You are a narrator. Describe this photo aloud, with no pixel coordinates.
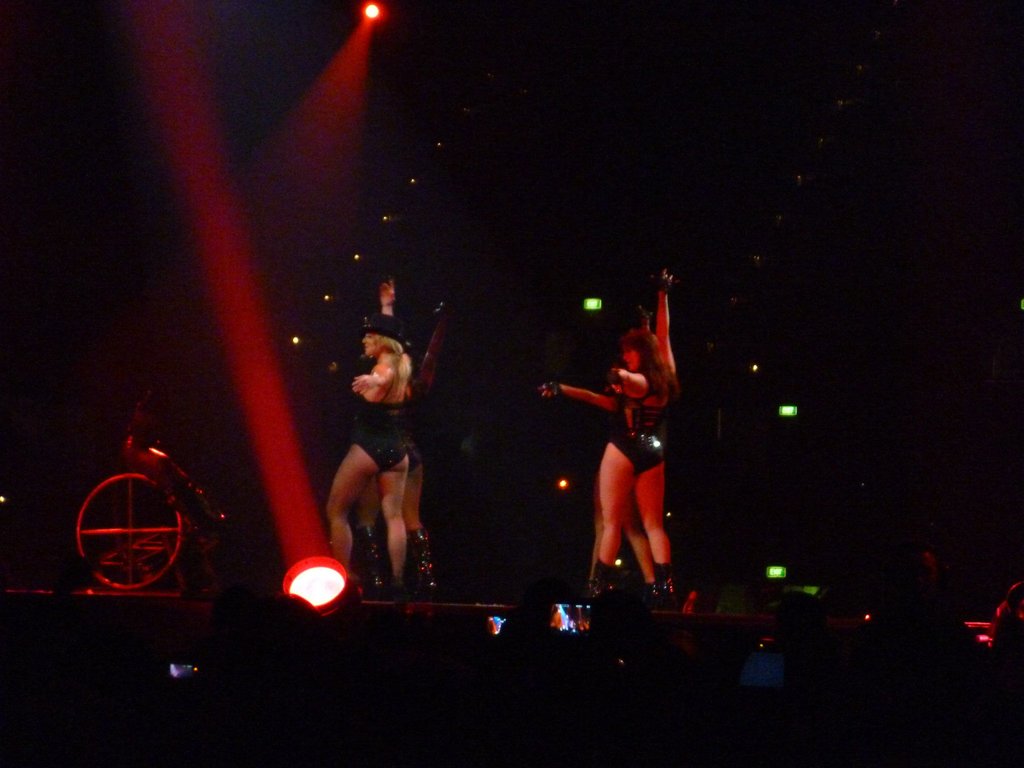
In the picture we can see some women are dancing on the floor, and besides them, we can see some focus lights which are red and besides we can see some stage prop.
